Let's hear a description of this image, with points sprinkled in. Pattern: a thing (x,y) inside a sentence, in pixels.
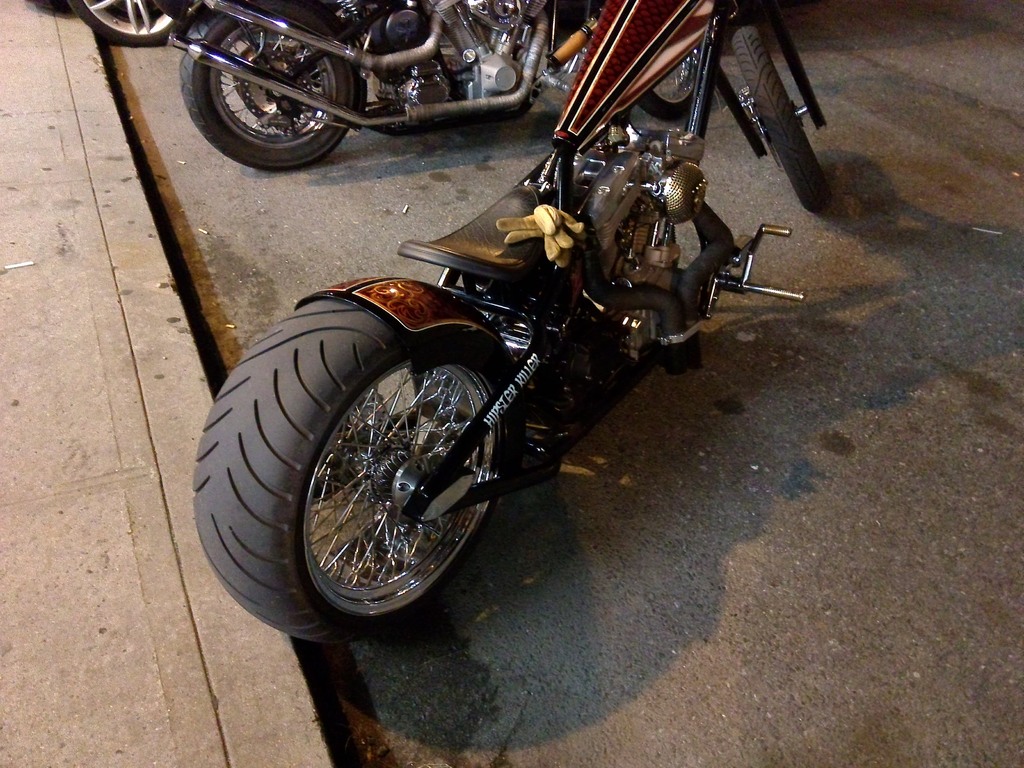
In this image, we can see vehicles (491,241) are parked on the road (644,387). Left side of the image (76,371), there is a walkway (98,546).
